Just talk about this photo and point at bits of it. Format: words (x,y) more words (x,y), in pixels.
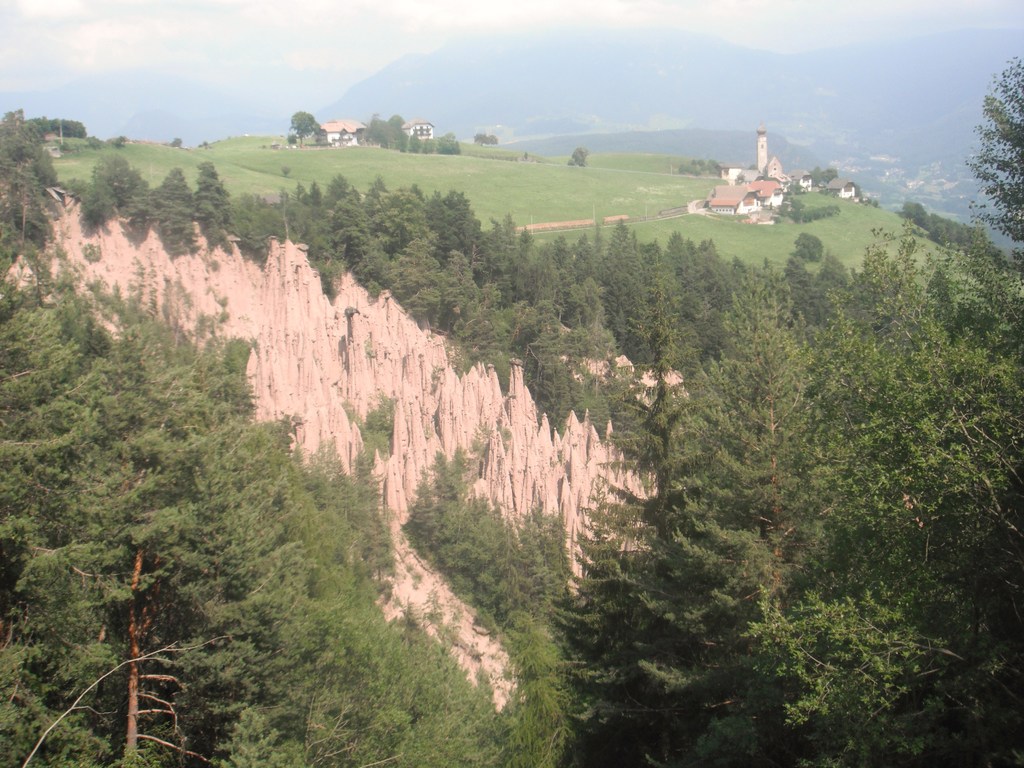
In this image there are trees (473,228), grass (531,174), houses (347,130), hills (791,65) and cloudy sky (244,46).
